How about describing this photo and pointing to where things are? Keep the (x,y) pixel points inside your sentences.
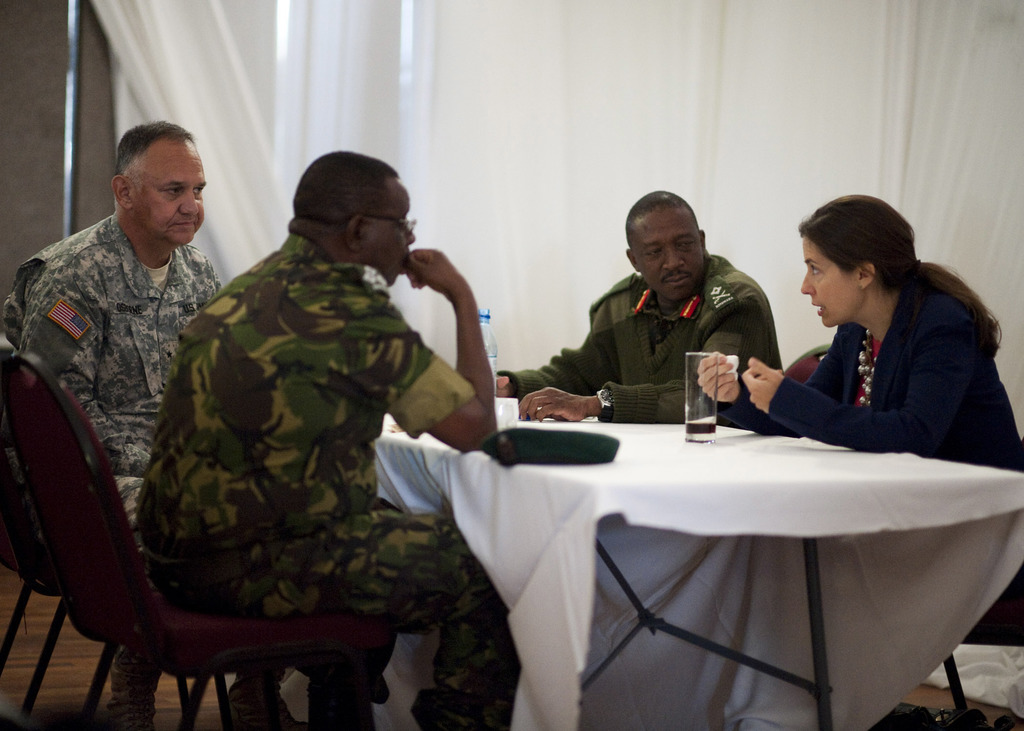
There are three men (378,415) and one women (839,367) sitting on the chairs (102,494). This is a table (681,463) covered with white cloth (819,488). A water bottle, tumbler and some other objects (613,446) are placed on the table (717,469). At background (355,71) I can see a white cloth (641,80) hanging.
